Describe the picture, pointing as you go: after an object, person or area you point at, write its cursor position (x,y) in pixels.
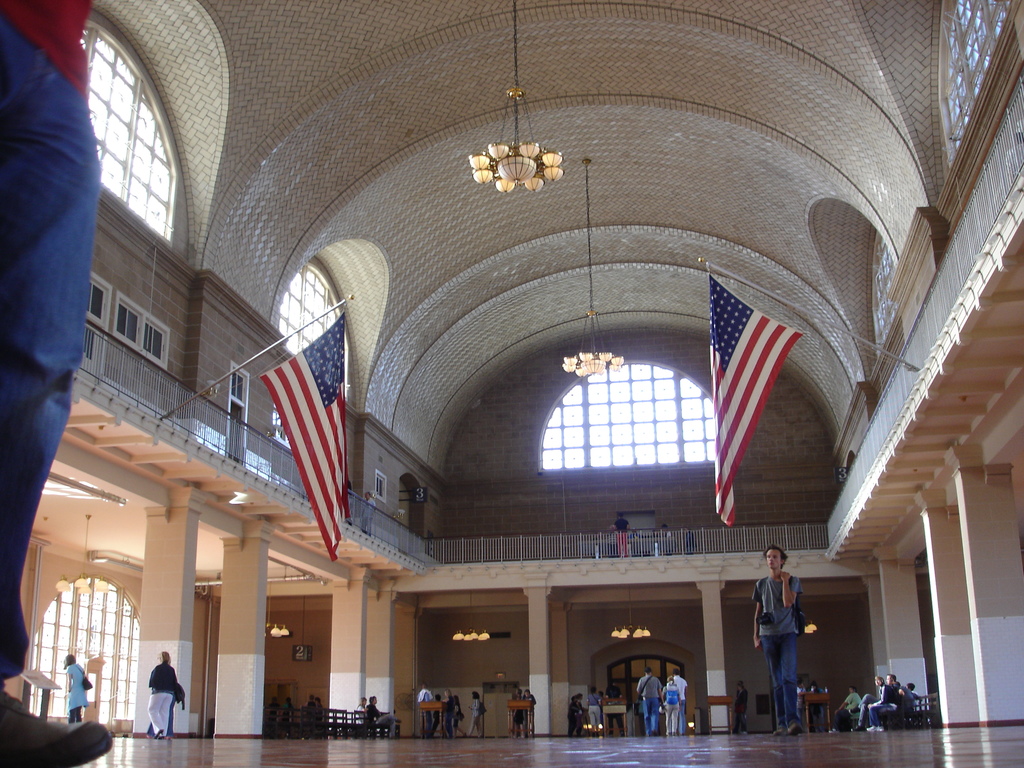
In this image we can see an inner view of a building (440,572). In that we can see a group of people (592,705) standing on the floor (575,746). We can also see some people (886,702) sitting on the benches (894,712), pillars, the flags (286,402) attached to a fence (207,411), windows (276,421) and the chandeliers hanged to a roof (554,280).
